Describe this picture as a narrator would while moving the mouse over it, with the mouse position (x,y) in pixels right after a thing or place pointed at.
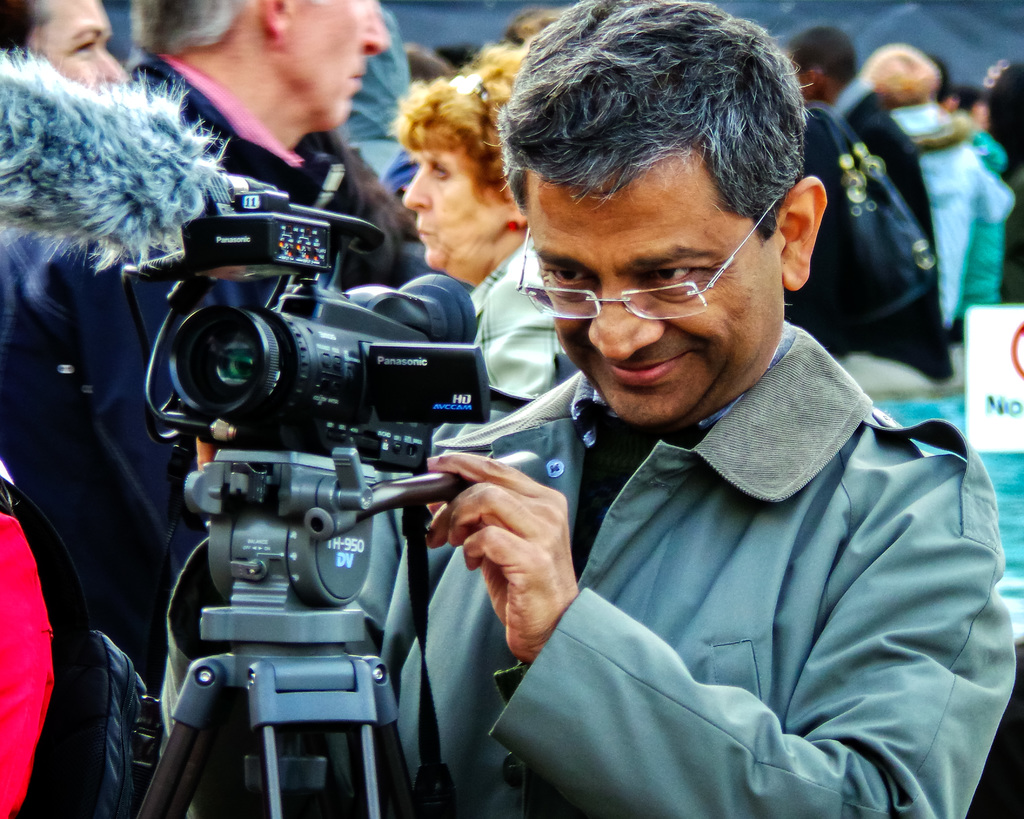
In this picture there is a man (581,576) standing at the center (553,526) and holding a camera (340,428) which is in front of him and smiling in the background (873,198) there are persons (813,172).
